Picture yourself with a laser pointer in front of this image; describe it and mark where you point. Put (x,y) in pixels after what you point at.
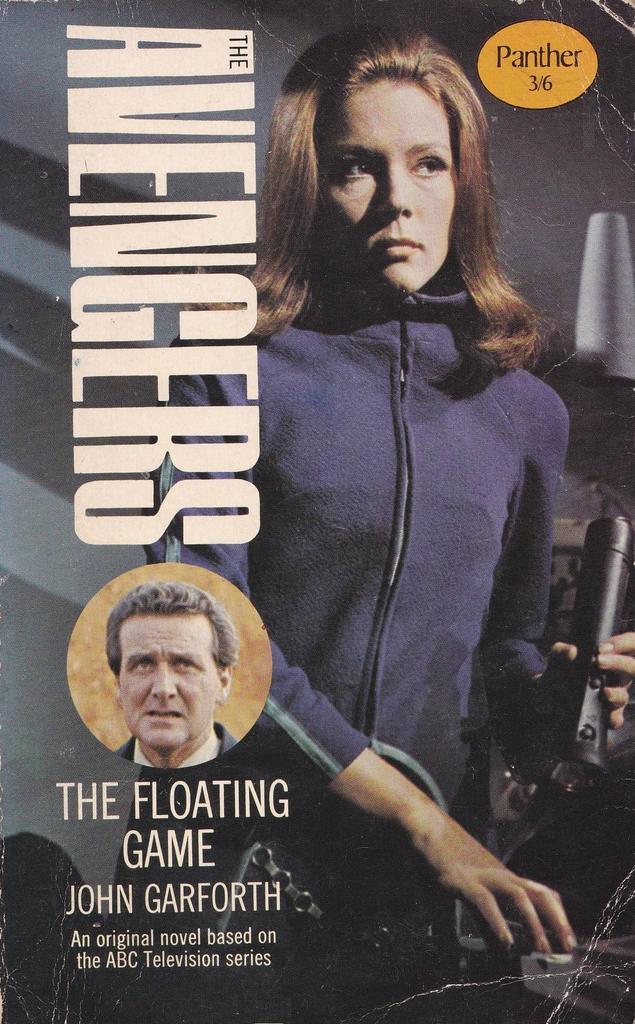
In this image we can see the poster (308,472) with person (323,607) and text (118,244) written on it. And there is the black color object (584,687) held by the person (553,697).
